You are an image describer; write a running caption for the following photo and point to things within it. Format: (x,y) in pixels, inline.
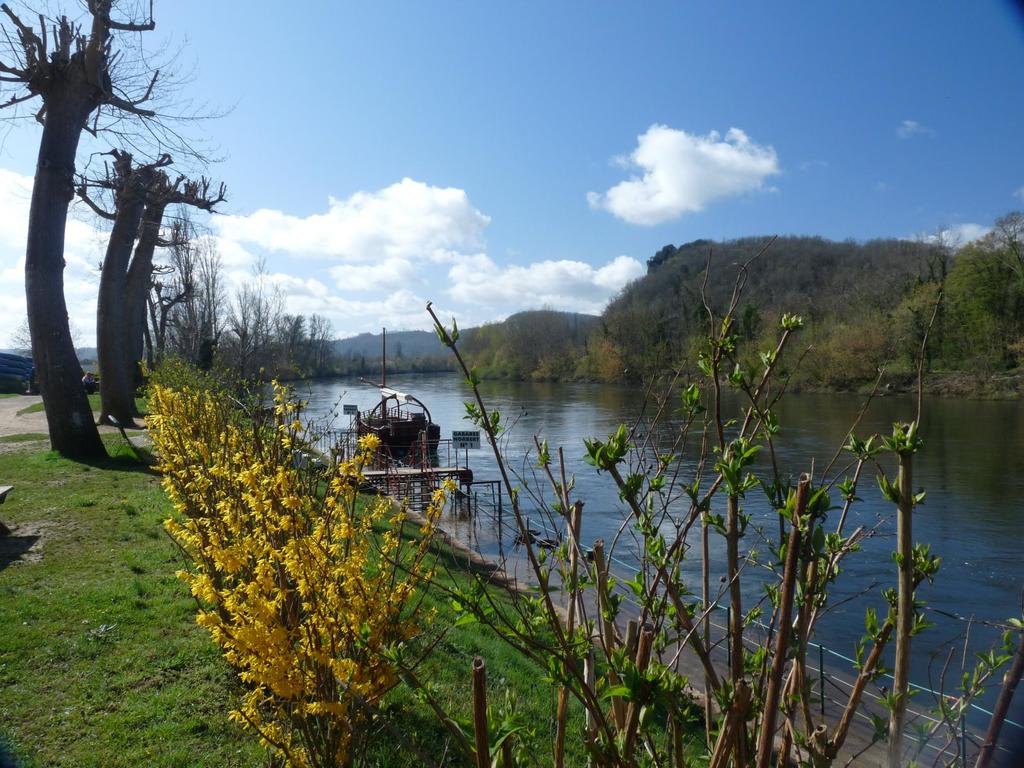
In this picture, we can see the ground (128,533), grass (141,496), dry trees (118,391), plants (689,410), trees (561,356), and we can see mountains (359,347), water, path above the water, boat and the sky (472,220) with clouds (638,198).
